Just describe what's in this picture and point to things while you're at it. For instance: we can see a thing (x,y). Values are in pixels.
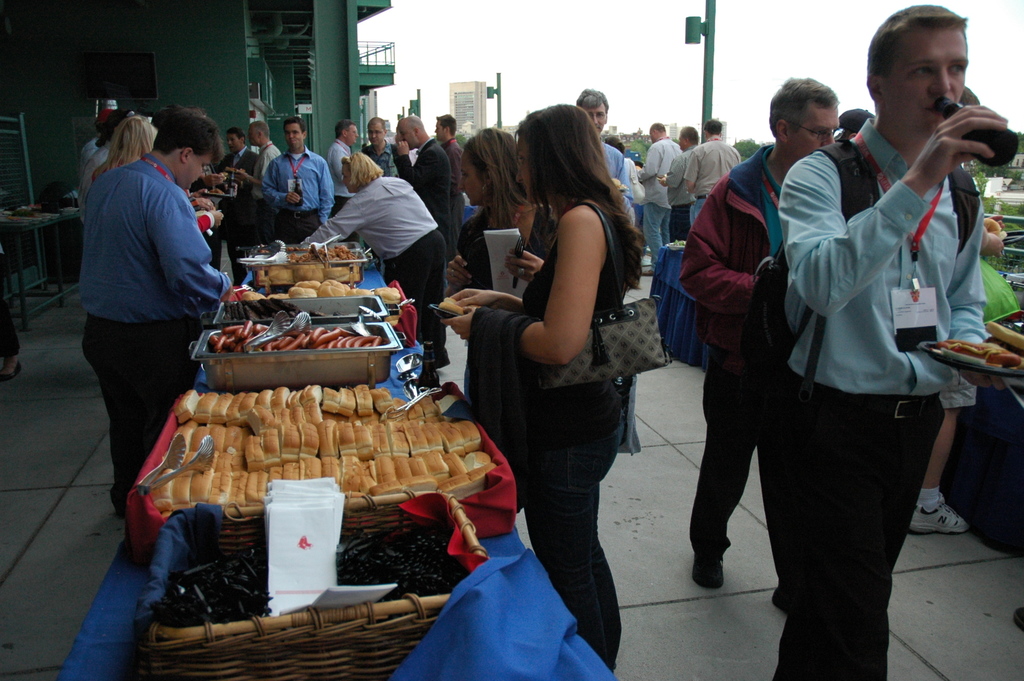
In this image I can see people (116,206) standing and there are food items (332,415) in the trays (349,370). There is a green building (232,85) at the back (245,87) and there are poles (709,98) and trees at the back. There is sky (729,35) at the top (624,8).
